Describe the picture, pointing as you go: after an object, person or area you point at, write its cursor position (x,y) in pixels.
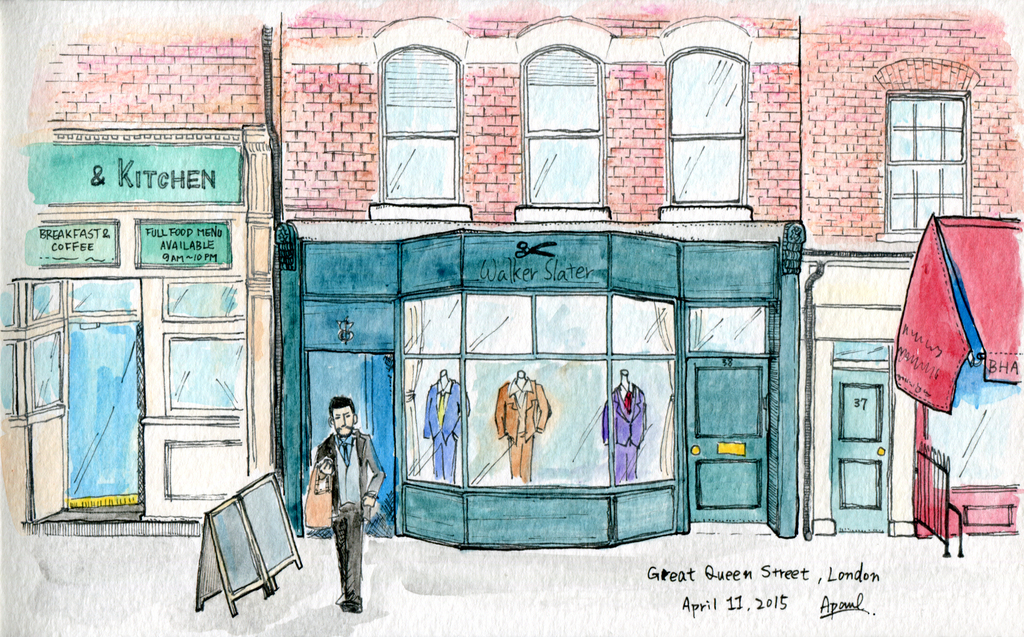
In this picture I can see the painting (606,393). In the painting (668,309) I can see the building (362,206). At the bottom (345,584) there is a man (353,507) who is standing near to the board (230,521). In the center (431,397) I can see three statue (638,404) who are wearing the suit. On the right (1014,338) there is a shed (995,344).
